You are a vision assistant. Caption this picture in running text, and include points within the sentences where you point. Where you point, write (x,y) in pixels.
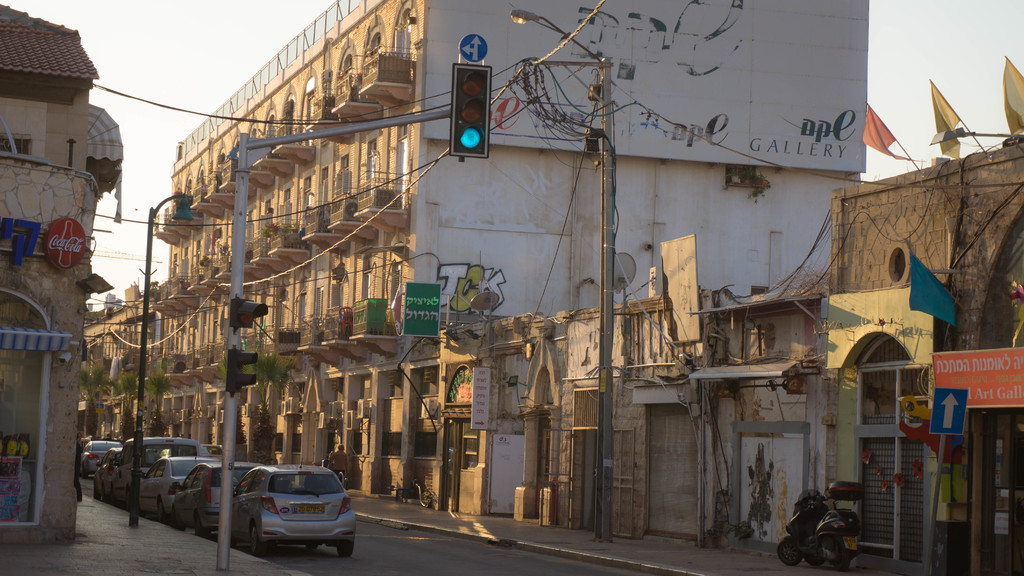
In this image we can see buildings (309,229), windows (347,171), railings (408,198), there are vehicles (178,455) on the road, there is a motorcycle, there are boards (616,28) with text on it, there are light poles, traffic lights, there are wires (563,231) connected to the electric pole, there are plants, also we can see the sky (928,27).
